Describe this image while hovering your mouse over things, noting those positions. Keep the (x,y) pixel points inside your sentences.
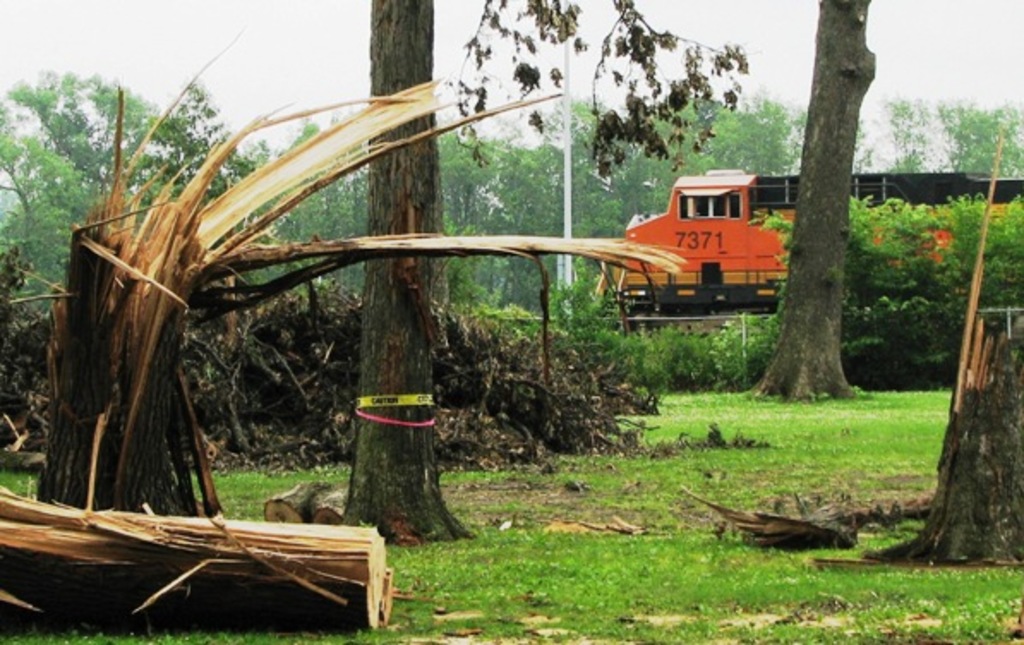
On the ground (534,515) there is grass (621,559). There are wooden logs (246,619). Also there are tree trunks (606,239). In the back (190,138) there are trees (732,130). In the background (295,40) there is sky (610,27). Also there is a vehicle (689,243).
